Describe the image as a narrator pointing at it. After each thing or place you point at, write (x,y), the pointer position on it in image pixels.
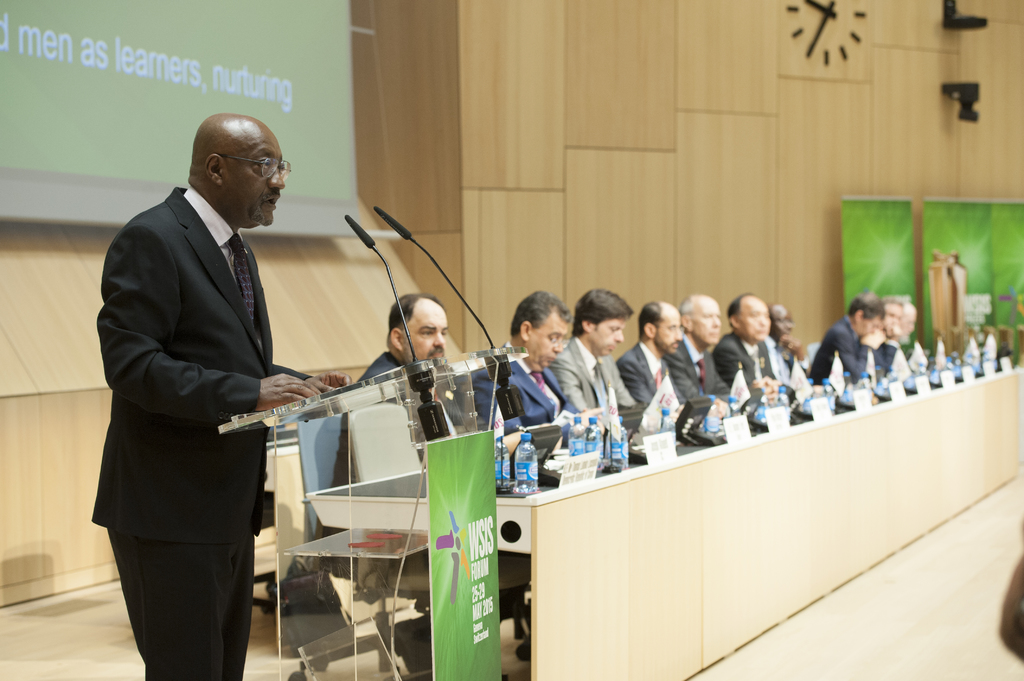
In this picture we can see a group of people (684,315) and they are sitting on chairs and one person (227,309) is standing, in front of them we can see a podium (450,364), table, mics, name boards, bottles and some objects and in the background (505,343) we can see a wall (705,222), projector screen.
